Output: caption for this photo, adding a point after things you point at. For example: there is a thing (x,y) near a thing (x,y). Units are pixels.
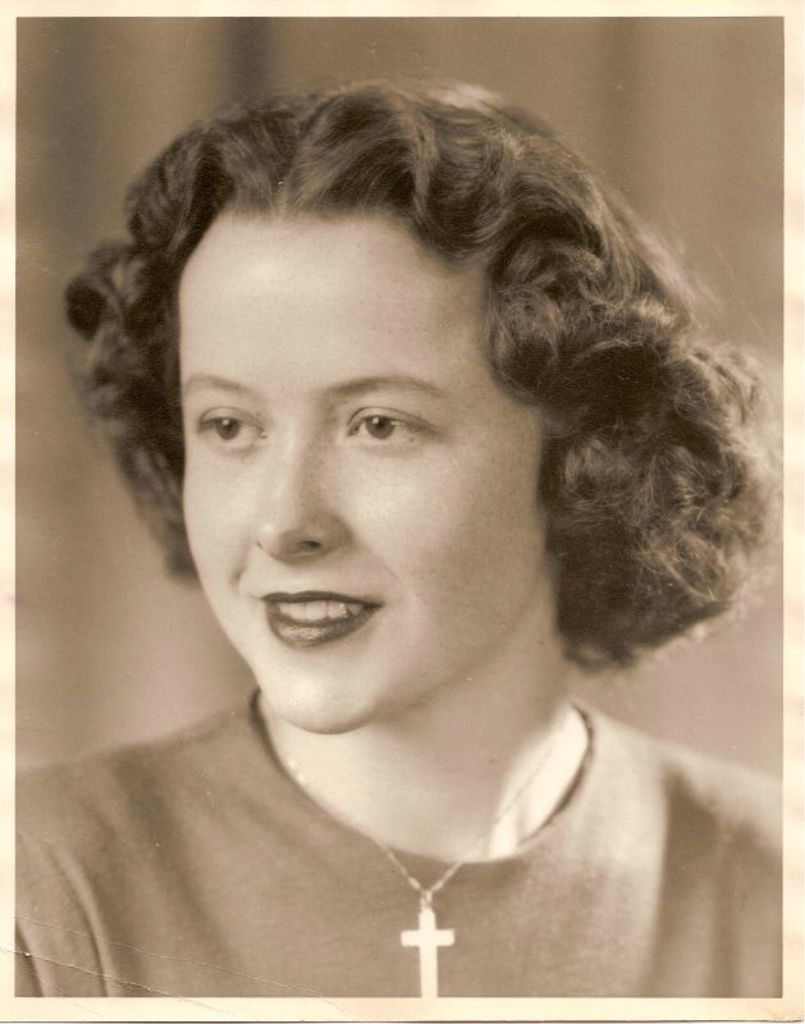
In the foreground of this image (366,155), there is a woman (519,594) with short hair (670,626) and she is wearing a T shirt (529,957) and the cross symbol locket (414,943).
